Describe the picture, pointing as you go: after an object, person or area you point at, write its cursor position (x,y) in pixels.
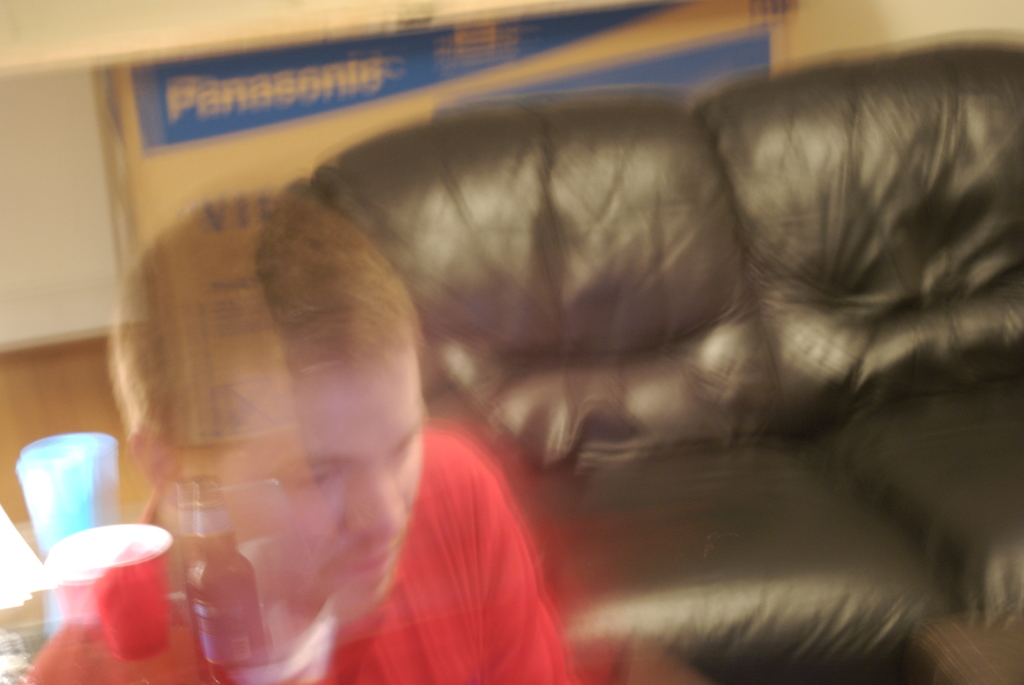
In this image I see a person (577,676) who is wearing a red t-shirt (502,484) and I see a bottle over here and In the background (576,559) I see the black couch (436,219) and a box (479,46) over here.
